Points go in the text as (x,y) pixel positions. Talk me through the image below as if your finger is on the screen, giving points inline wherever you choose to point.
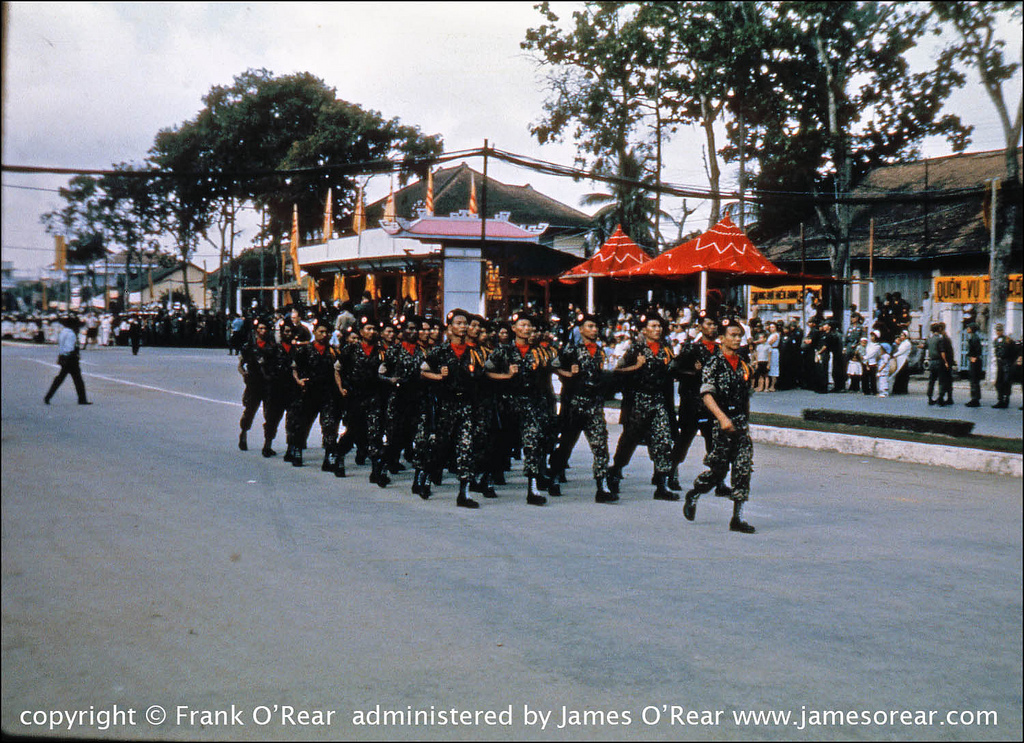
In the center of the image (592,338) there are people (743,522) marching on the road (279,451). In the background of the image (303,109) there are trees (371,138). There is a house (436,266). At the bottom of the image (304,593) there is road (493,536). There is some text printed at the bottom of the image (963,722).
